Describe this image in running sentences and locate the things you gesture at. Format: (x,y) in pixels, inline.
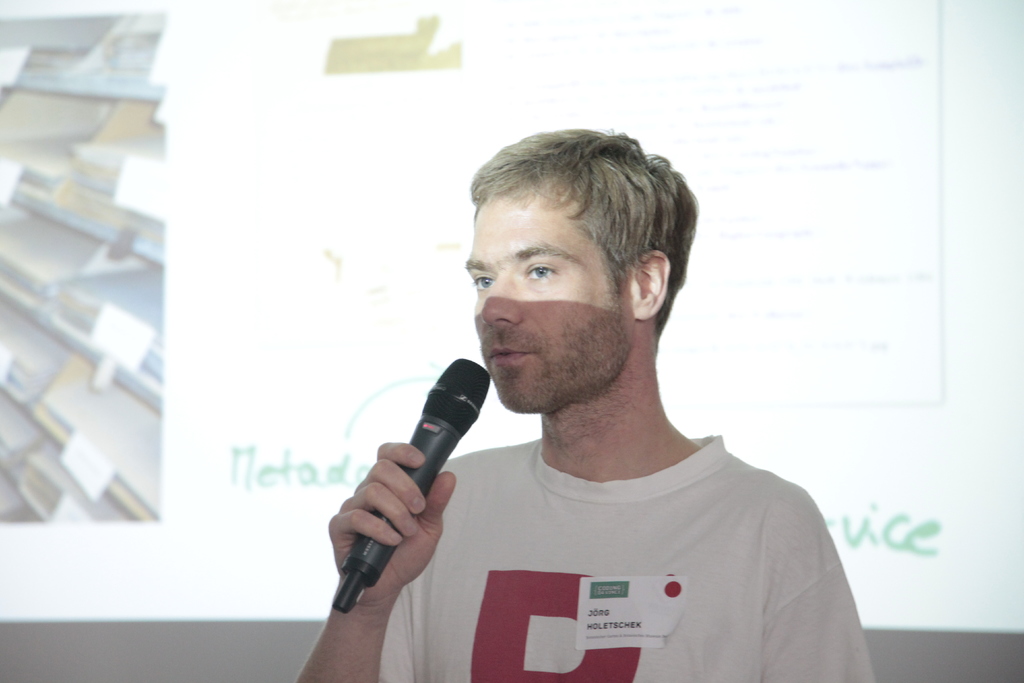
In this image there is a man (555,558) standing and holding a mic (434,446) at the background (187,351) we can see the screen (113,343).
